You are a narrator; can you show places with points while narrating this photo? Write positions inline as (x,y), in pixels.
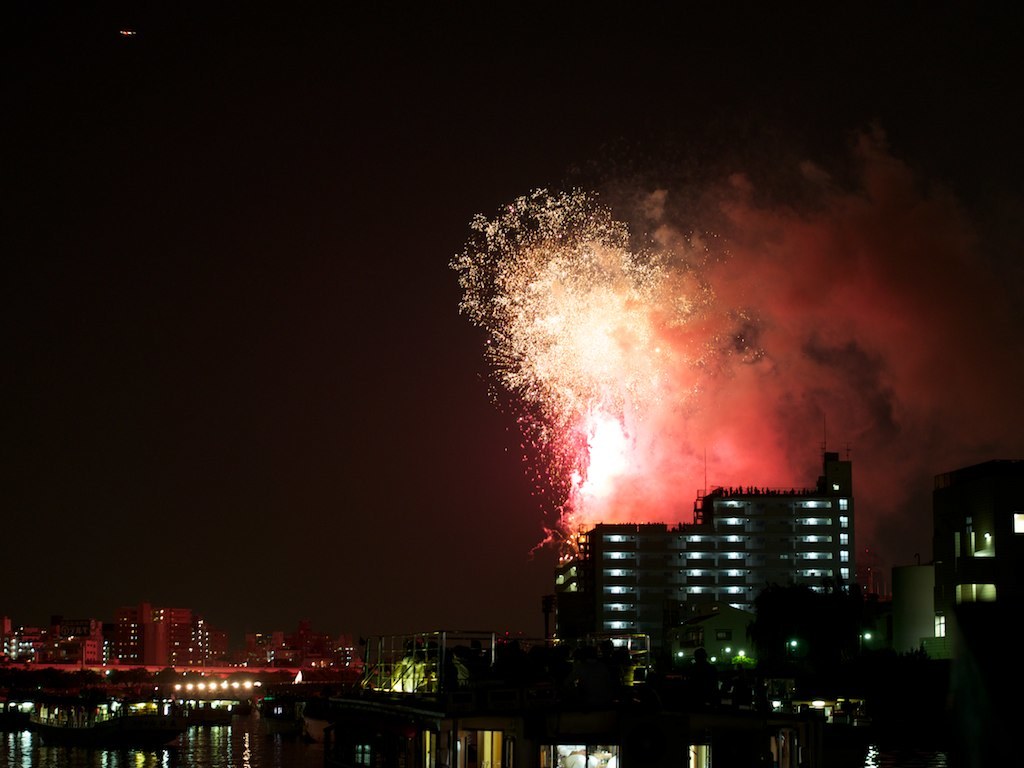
In this image there is water (256,752) at the bottom (297,743). In the middle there are so many buildings (603,604), one beside the other. At the top (620,244) there are lights (581,386) of crackers (592,368). This image is taken during the night time.
